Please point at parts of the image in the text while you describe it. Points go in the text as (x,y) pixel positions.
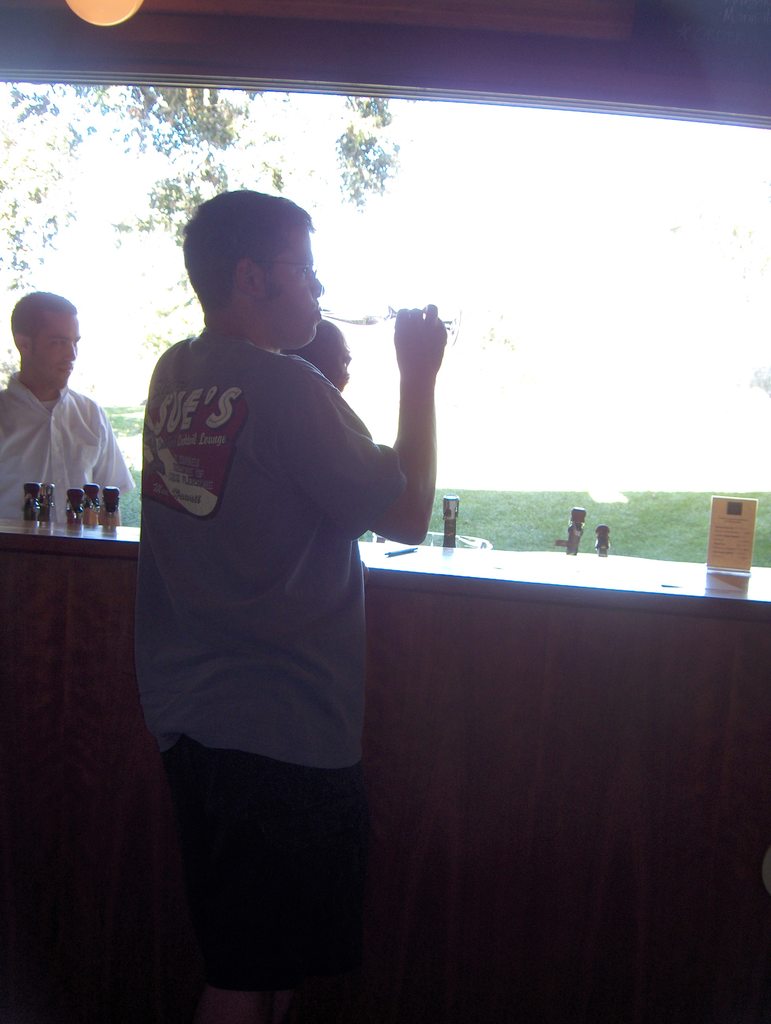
In the picture I can see people (277,578) are standing. Among them the man (346,486) in the middle (317,492) is holding something in the hand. I can also see some objects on a wooden surface (503,570). In the background (472,259) I can see the sky (487,353) and a tree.
